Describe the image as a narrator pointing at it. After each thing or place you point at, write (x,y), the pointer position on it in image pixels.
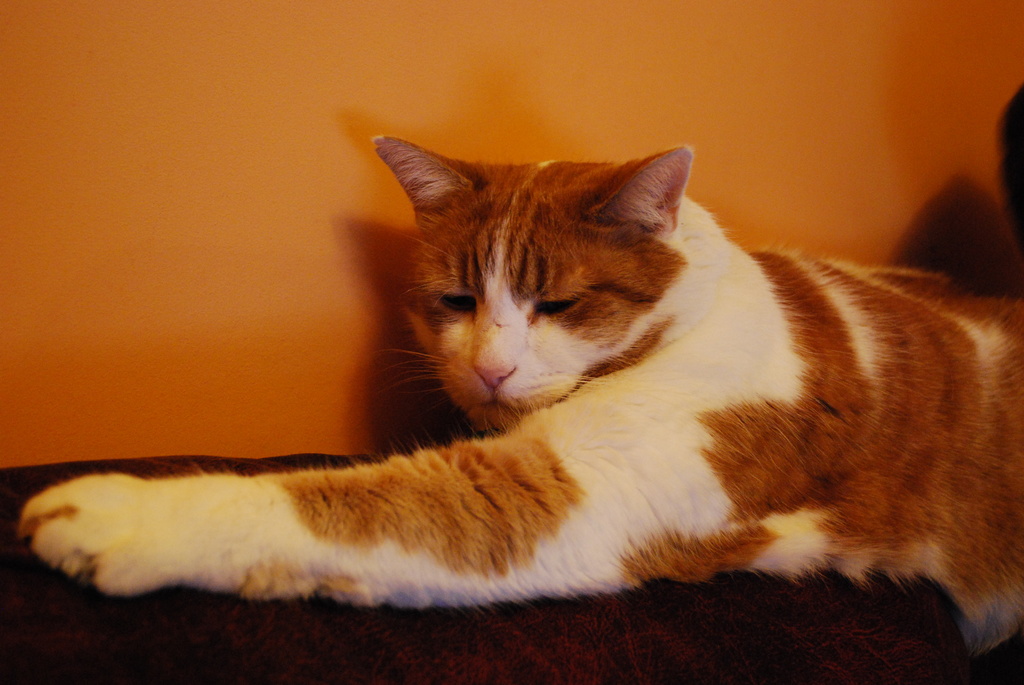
In this picture I can see there cat (1022,441) lying on the couch (481,626). It has a white and brown fur (596,470) and there is a orange wall (288,86) in the backdrop (643,102).
